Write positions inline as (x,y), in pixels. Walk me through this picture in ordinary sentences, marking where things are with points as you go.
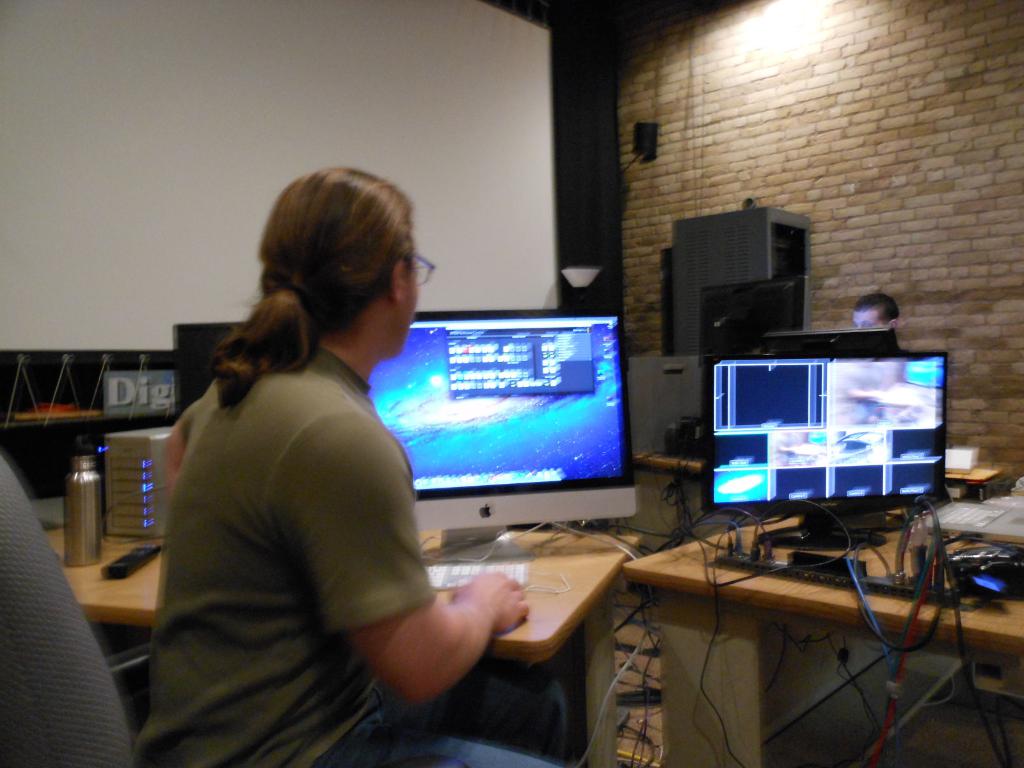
In this picture is a woman (293,760) sitting in front of a monitor (508,469) kept on the table (60,535). There is a water bottle (79,473) and some other cables (875,625) here.
